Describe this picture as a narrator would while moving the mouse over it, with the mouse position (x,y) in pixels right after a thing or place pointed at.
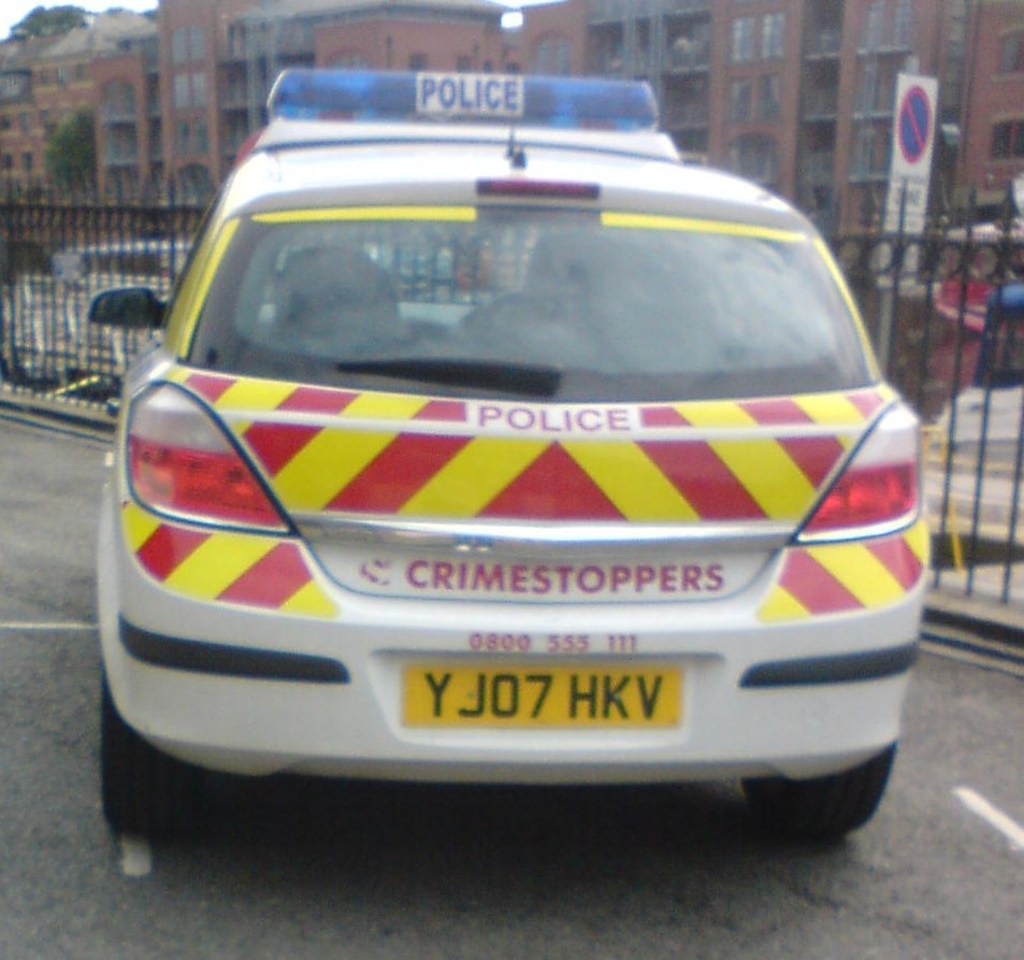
In this picture we can see a police car (651,470) parked on the road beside the iron bars (959,327). In the background (519,42), we see many buildings (569,45).
